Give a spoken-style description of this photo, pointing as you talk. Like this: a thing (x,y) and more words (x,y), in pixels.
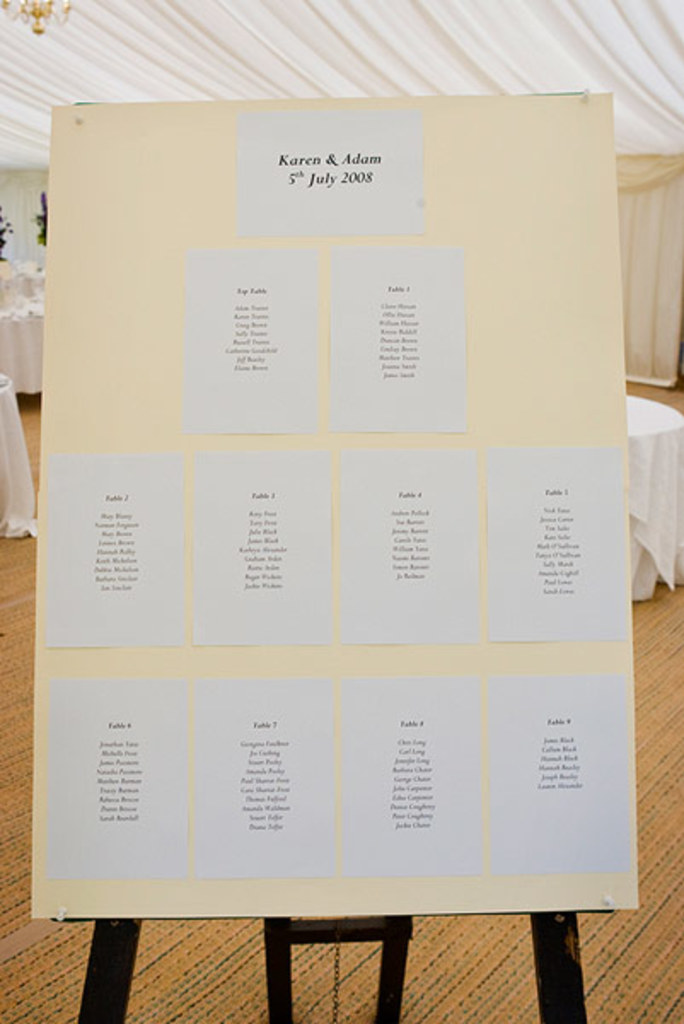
In this picture we can see a board (186,188) with posters (432,270) on it and in the background (13,358) we can see tables (657,430), curtains (32,219) and some objects (21,302).
